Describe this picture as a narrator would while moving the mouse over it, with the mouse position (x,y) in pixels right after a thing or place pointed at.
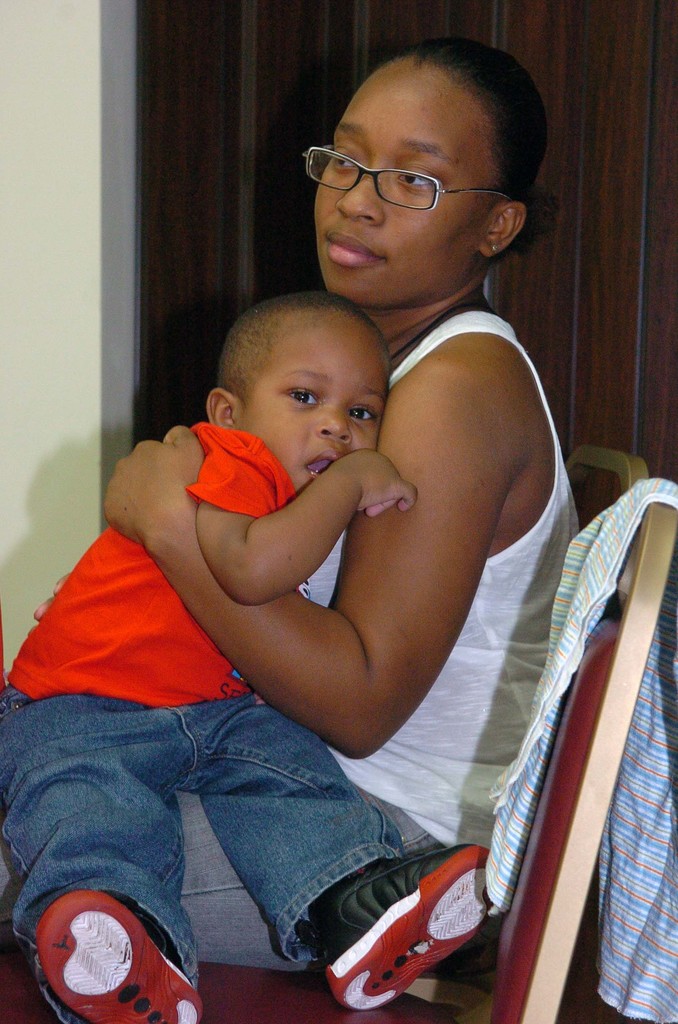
There is a lady (517,437) and a small boy (17,695) on her laps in the foreground (207,555), there is a cloth (509,777) on the right side (527,809), it seems like a door (676,441) in the background (172,424).
